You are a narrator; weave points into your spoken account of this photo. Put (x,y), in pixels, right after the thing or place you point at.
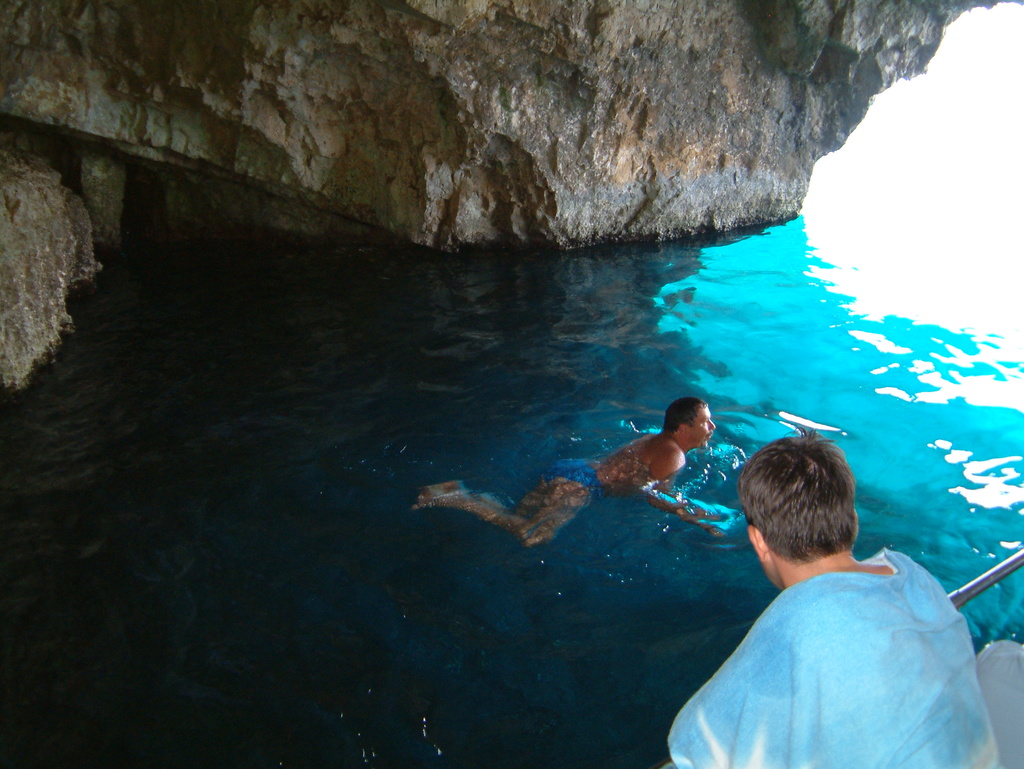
In this image we see there is a person (807,432) sitting on the bottom right hand corner (756,740) and one person (577,491) swimming on the water (490,423).
